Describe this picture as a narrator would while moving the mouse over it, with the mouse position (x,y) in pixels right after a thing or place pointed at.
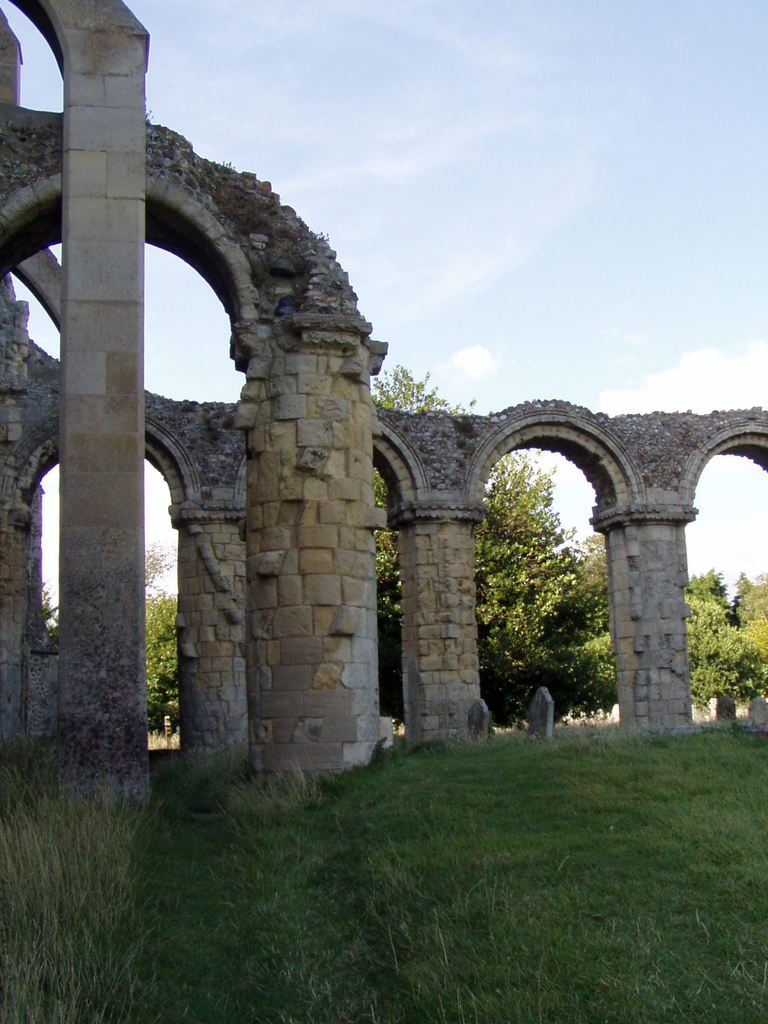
In this image there is grassland (410,884), in the background (202,542) there are pillars (452,563), trees (150,661) and the sky (477,104).
